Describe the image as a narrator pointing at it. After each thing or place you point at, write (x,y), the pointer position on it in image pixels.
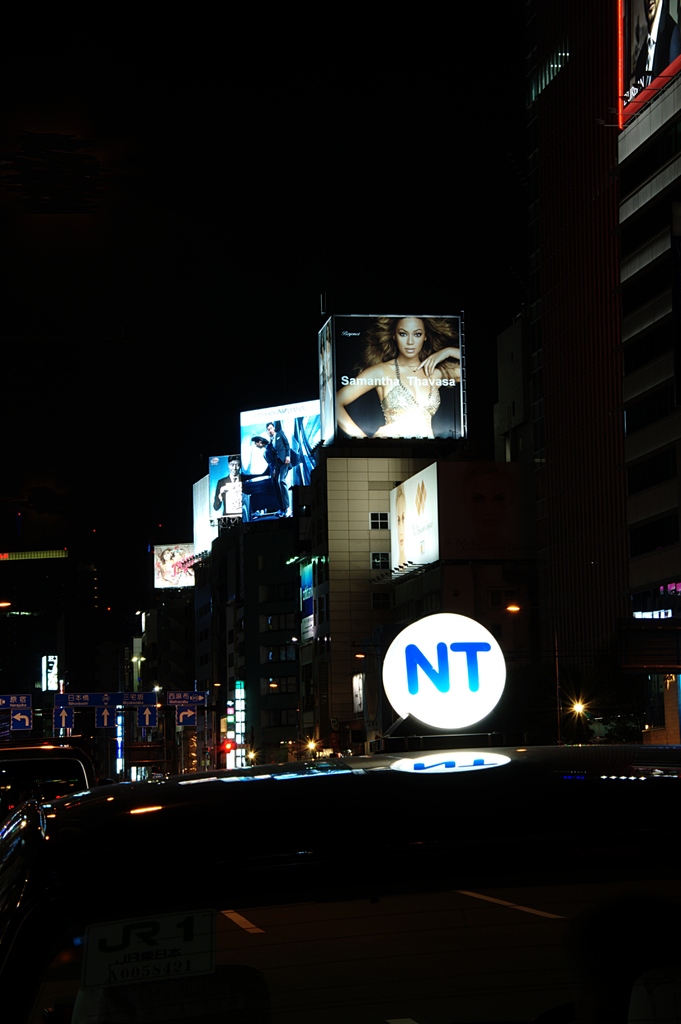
This picture is clicked outside. In the center (304,629) we can see the buildings (387,607) and the pictures (383,383) of some persons (265,473) and we can see the lights (661,617) and some other objects (661,815) the background of the image (54,407) is dark.
